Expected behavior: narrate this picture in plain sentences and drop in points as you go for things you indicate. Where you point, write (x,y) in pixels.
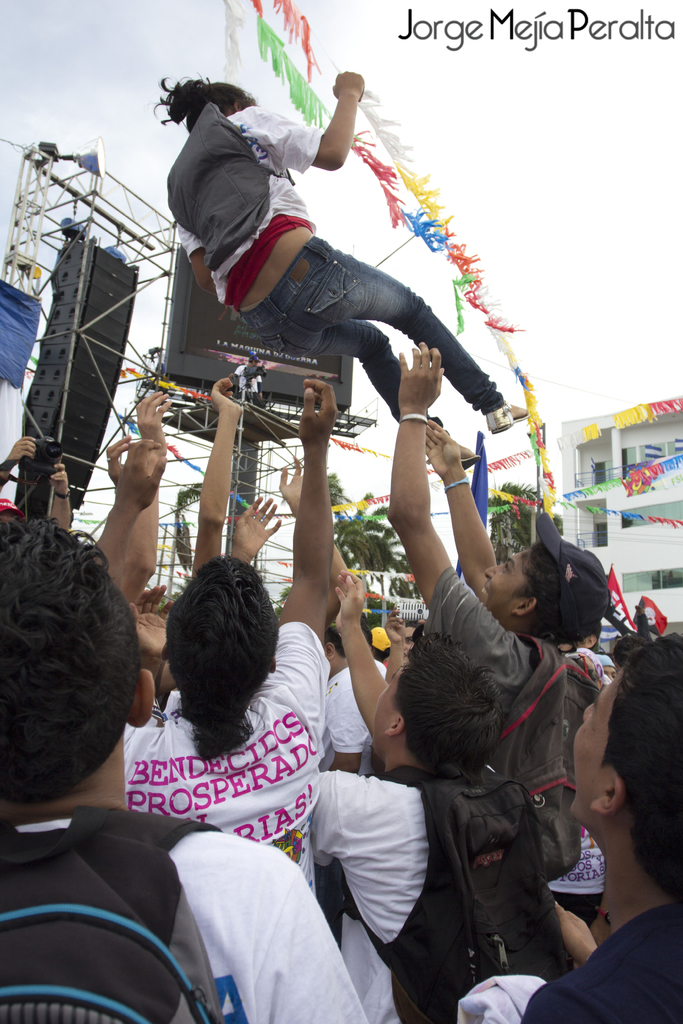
In this image, we can see people (382,632) wearing clothes (270,144). There are support beams (111,398) and speaker (113,251) on the left side of the image (142,198). There is a screen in the middle of the image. There are trees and decorative flags (532,431) on the right side of the image (510,504). There is a text (572,15) in the top right of the image (501,26). At the top of the image (324,39), we can see the sky (327,96). There is a banner (632,629) in front of the building (616,539).
